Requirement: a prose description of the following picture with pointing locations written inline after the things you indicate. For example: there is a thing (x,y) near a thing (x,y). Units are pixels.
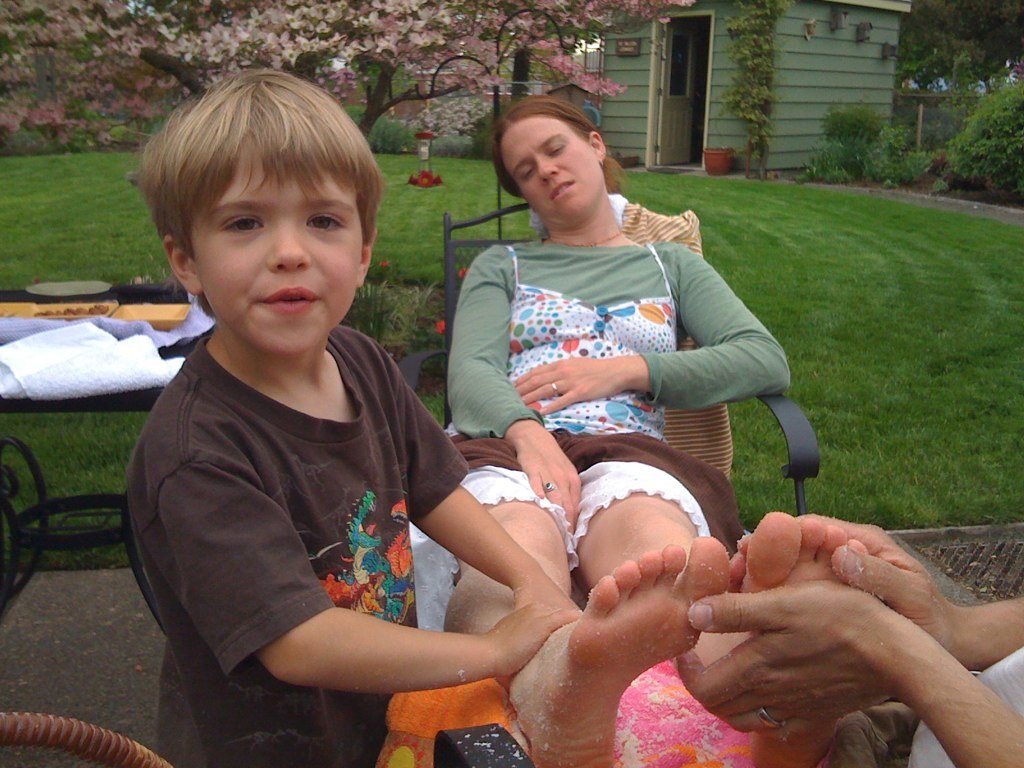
In this image, we can see a woman (479,325) sitting on a chair (414,370), there is a kid (342,577) standing and holding the leg (547,657) of a woman (539,653), in the background (792,297) there is green grass (818,323) on the ground (150,241) and we can see a tree (269,51).
